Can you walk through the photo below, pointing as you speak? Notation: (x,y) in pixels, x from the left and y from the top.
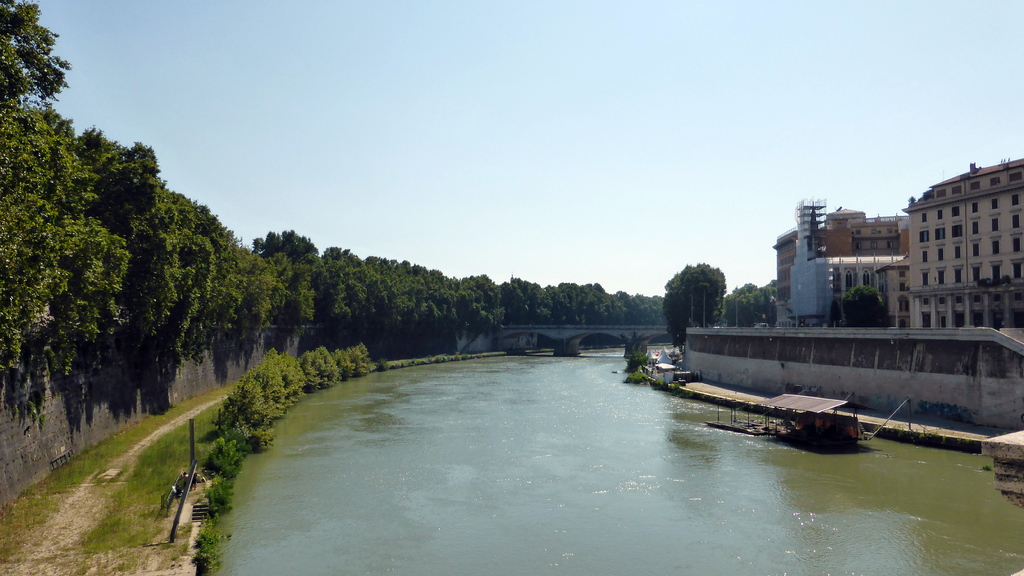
In this image there is a river (577,368), on either side of the river (577,368) there are trees (261,402) and a path (752,391), on the right side (692,321) there are buildings (897,292) and trees (750,304), on the left side (20,329) there is a wall (272,338) and trees (81,323), in the background (687,214) there is the sky (661,126).
